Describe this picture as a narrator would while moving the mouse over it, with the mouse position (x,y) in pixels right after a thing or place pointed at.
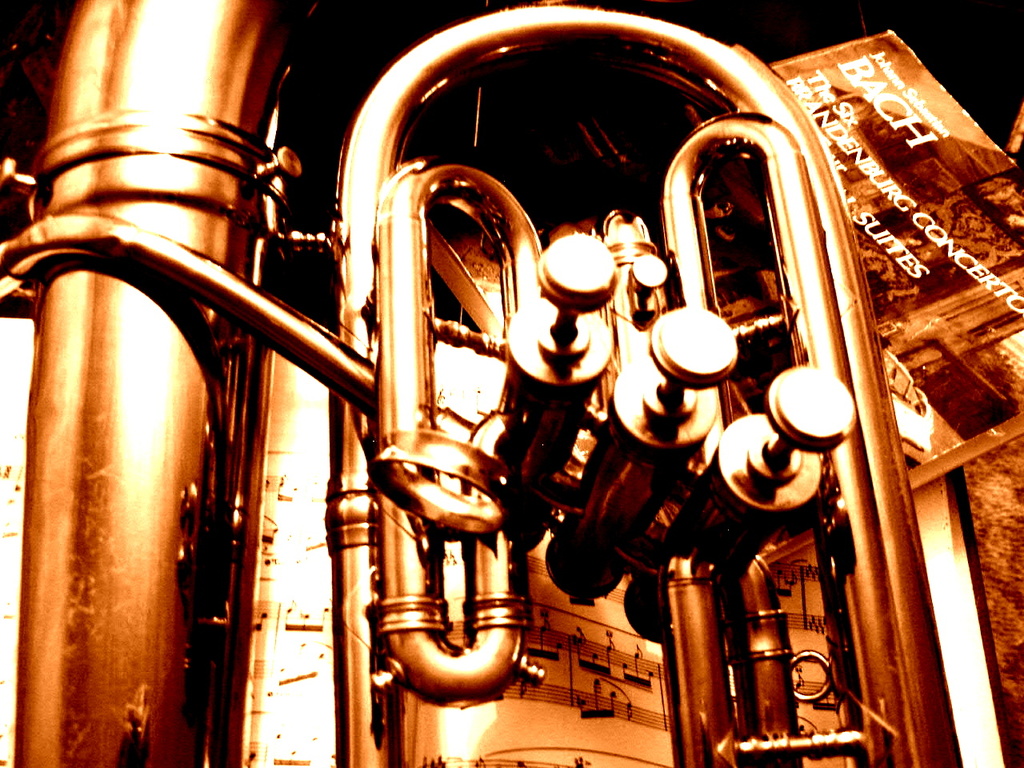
In this picture we can observe a brass instrument (219,405) which is in gold color. We can observe a book (889,281) on the right side (892,217). The background (778,56) is dark.
